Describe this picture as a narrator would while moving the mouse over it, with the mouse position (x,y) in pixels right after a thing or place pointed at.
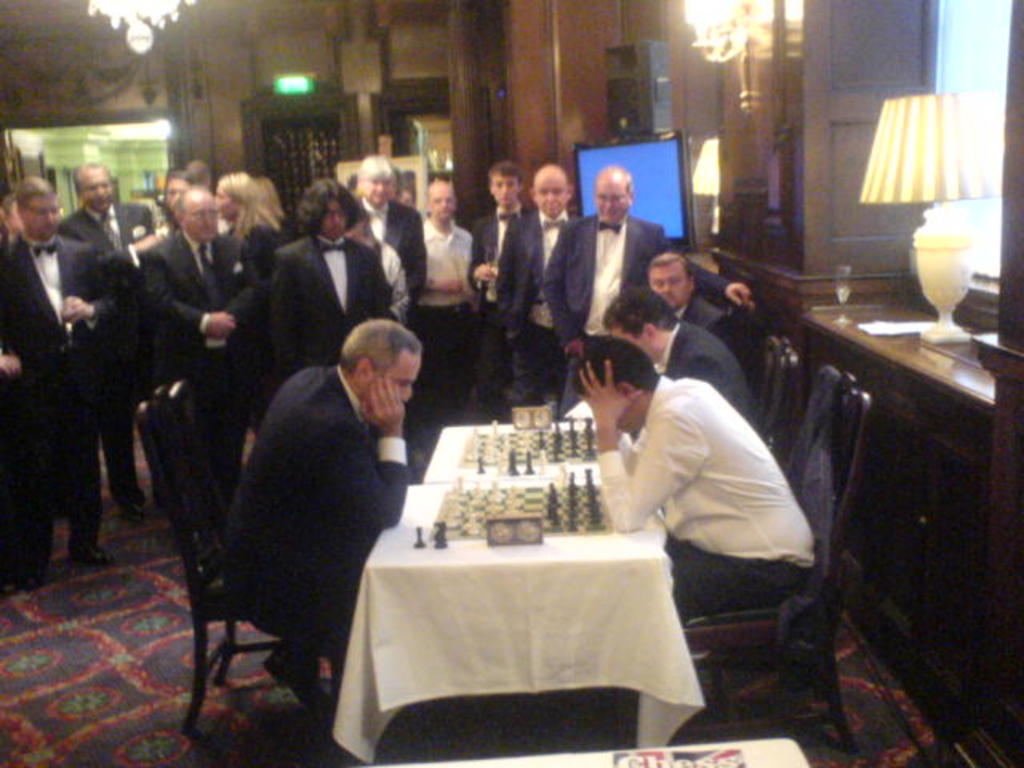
There are group of people (146,224) standing and watching the game. here three persons (318,453) are sitting and playing chess. This is a table (535,550) covered with white cloth (559,654). These are the chess boards (489,514) with chess coins (557,504) on it. I can see a lamp (919,248) placed on the desk (903,371). This looks like a speaker (639,116).
